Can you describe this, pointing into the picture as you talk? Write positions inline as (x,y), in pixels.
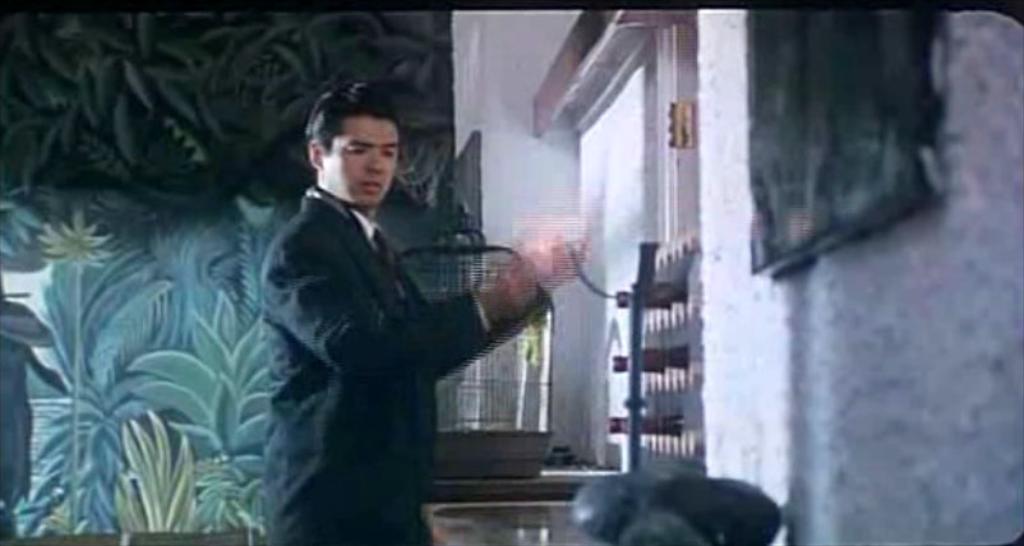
In this picture we can see a man (342,331) is standing on the path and behind the man (334,392) there is a cage (506,441) on an object (524,497) and wall (250,95).
